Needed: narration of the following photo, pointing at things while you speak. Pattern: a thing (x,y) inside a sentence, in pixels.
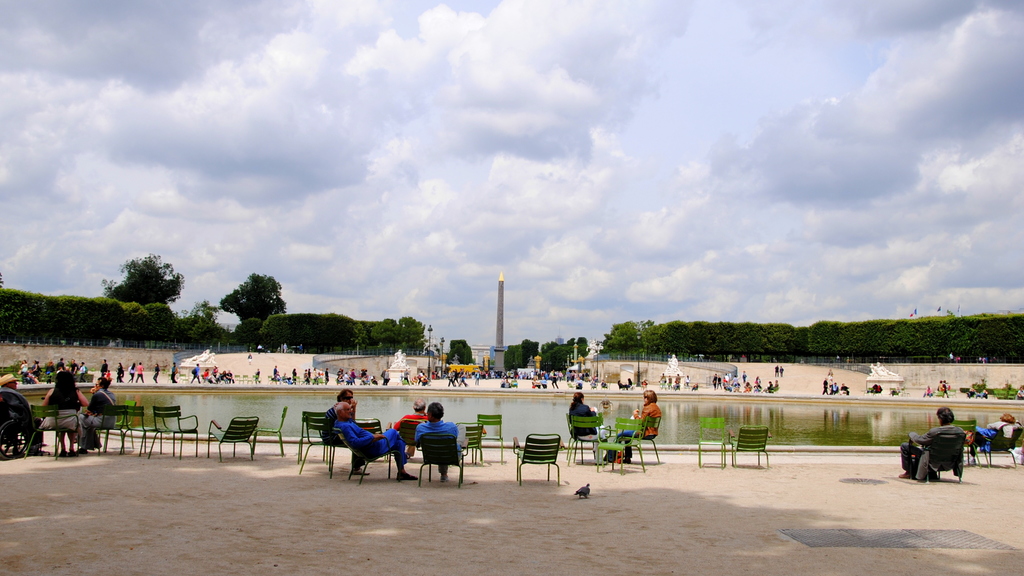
In this image there are persons (81,405) sitting and standing. In the center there are empty chairs (608,448) and there is water (707,406). In the background (149,334) there are trees (400,346), there is a tower (502,327) and the sky (430,133) is cloudy.
